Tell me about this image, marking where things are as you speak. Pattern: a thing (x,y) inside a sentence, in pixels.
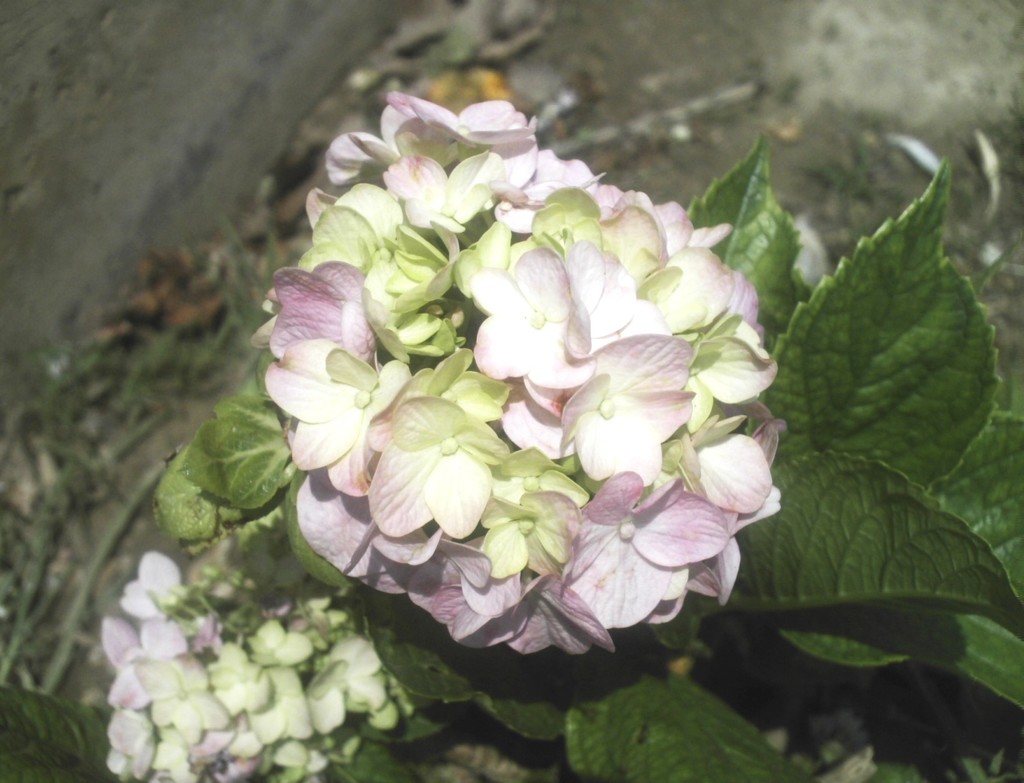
In the center of the image (612,321), we can see flowers (567,532) and leaves (867,494) and in the background (223,111), there is ground (264,76).
